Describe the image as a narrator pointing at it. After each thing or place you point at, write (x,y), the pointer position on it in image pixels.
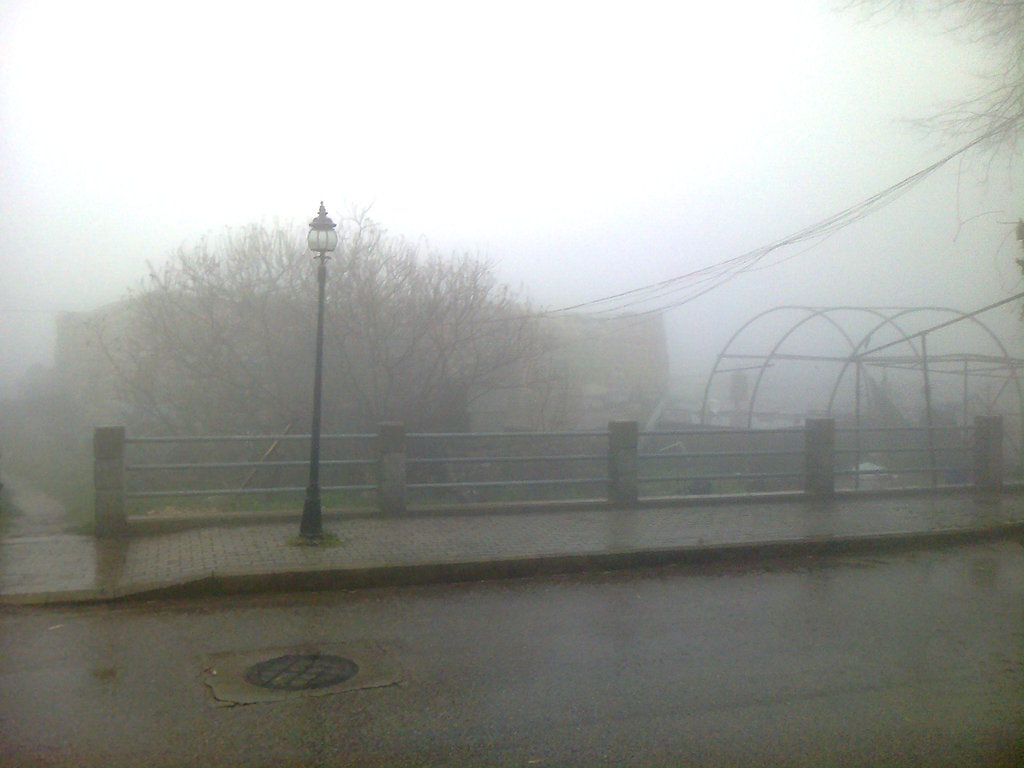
In this image in the center (628,486) there is a railing (398,486), at the bottom (551,670) there is road (678,667) and in the background (468,400) there are trees (332,316), pole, light (323,201) and some wires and a net (927,365). At the top (439,118) there is sky (662,123).
